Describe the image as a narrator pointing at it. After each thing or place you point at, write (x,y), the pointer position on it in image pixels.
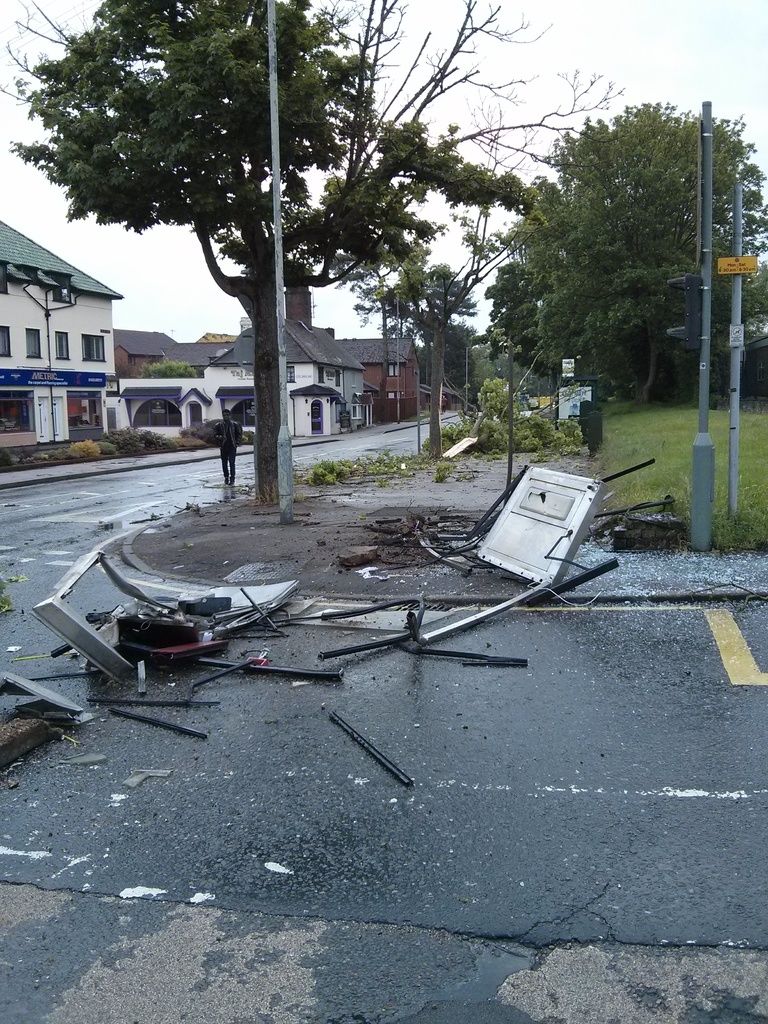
This is an outside view. At the bottom (24,704) few metal objects (118,712) are placed on the road (352,787). Beside the road (361,441) there are poles (731,480) and trees (162,196). On the right side (681,455), I can see the grass (663,419) on the ground (673,477). In the background (206,353) there are few buildings (214,411). One person (229,430) is walking on the road (223,494). At the top of the image (604,51) I can see the sky (568,40).
